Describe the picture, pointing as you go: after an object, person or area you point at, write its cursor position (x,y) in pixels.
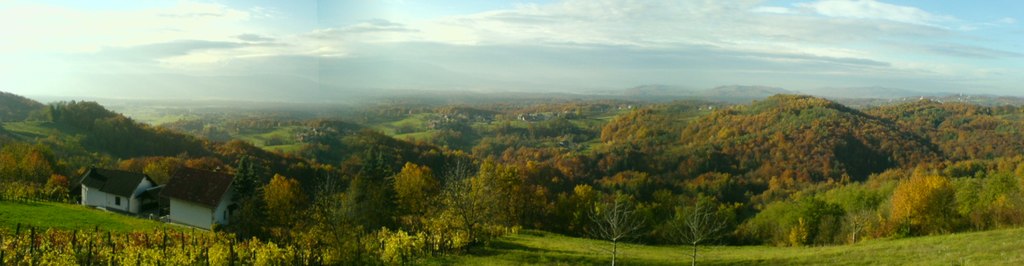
At the bottom of the picture (474,241), we see the grass (472,257) and the trees (416,246). On the left side (171,187), we see the buildings (175,199) in white color with the brown color roofs (198,196). In the middle of the picture (410,171), we see the trees (703,174). There are trees (466,122) and hills (657,113) in the background (616,109). At the top (382,46), we see the sky (425,72), which is blue in color.
